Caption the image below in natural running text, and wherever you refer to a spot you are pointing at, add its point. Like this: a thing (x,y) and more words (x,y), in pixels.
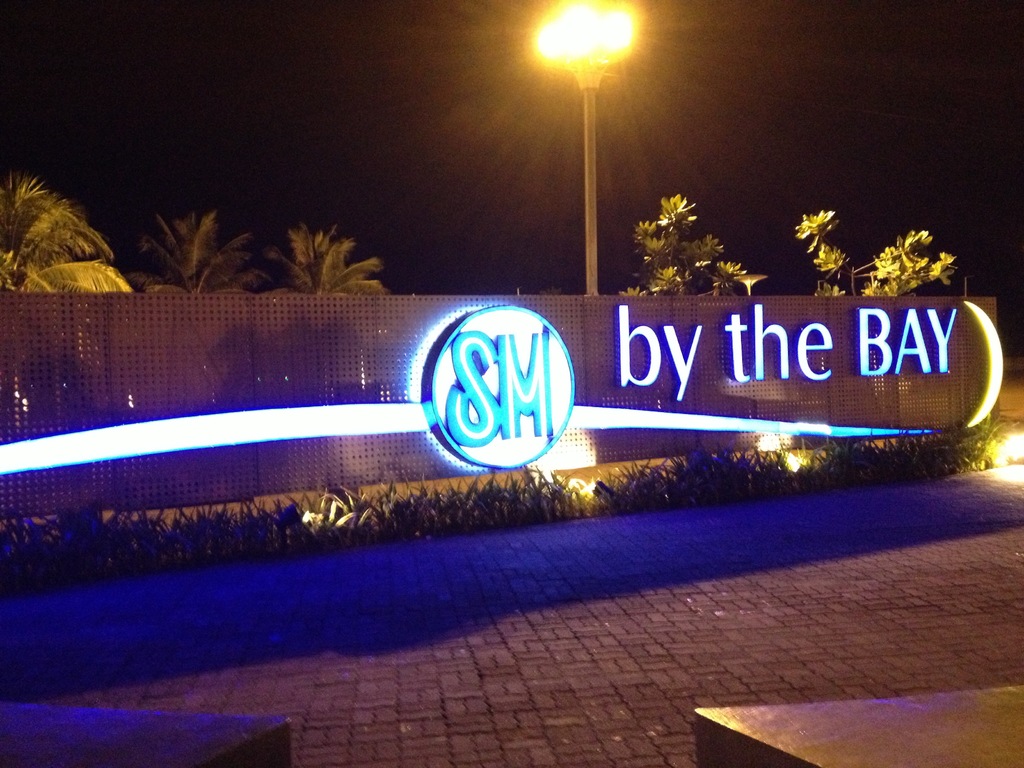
Here we can see a board (572,409) with a name of " by the bay". In-front of this board (407,467) there are plants (182,516). Backside of this board (617,389) there are trees (84,289) and light pole (571,52).
